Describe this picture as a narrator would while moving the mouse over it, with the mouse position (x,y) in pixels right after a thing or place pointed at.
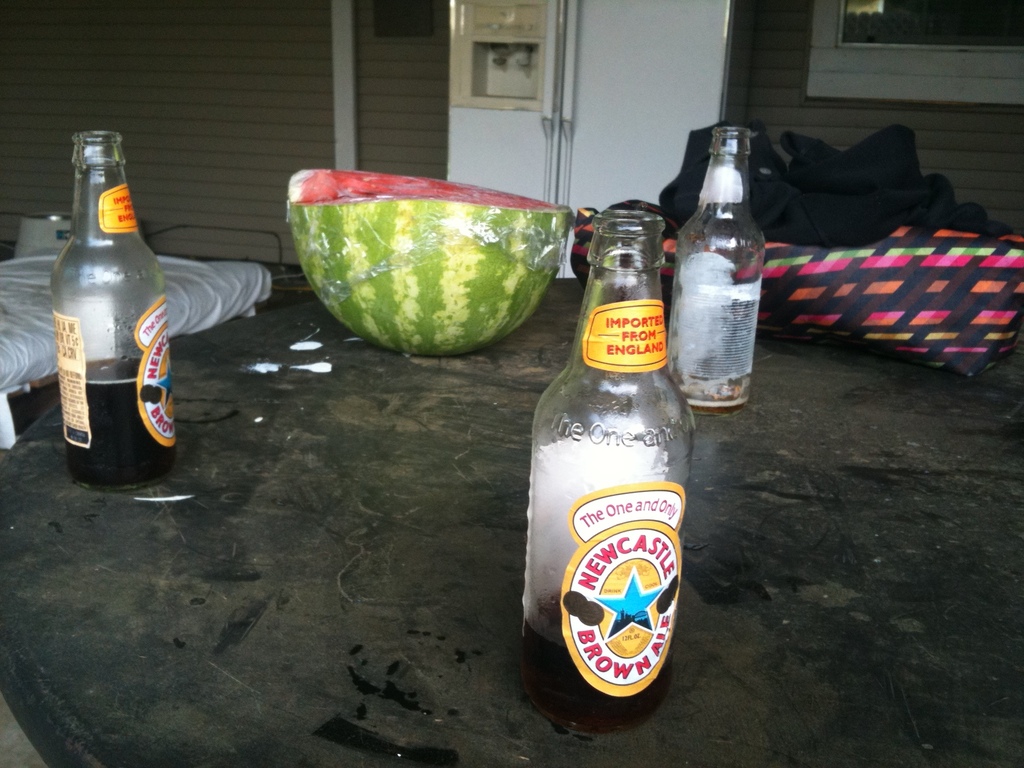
This is the picture on the table (525,357) where we have three bottles (157,409) and a watermelon (369,232) on it.
